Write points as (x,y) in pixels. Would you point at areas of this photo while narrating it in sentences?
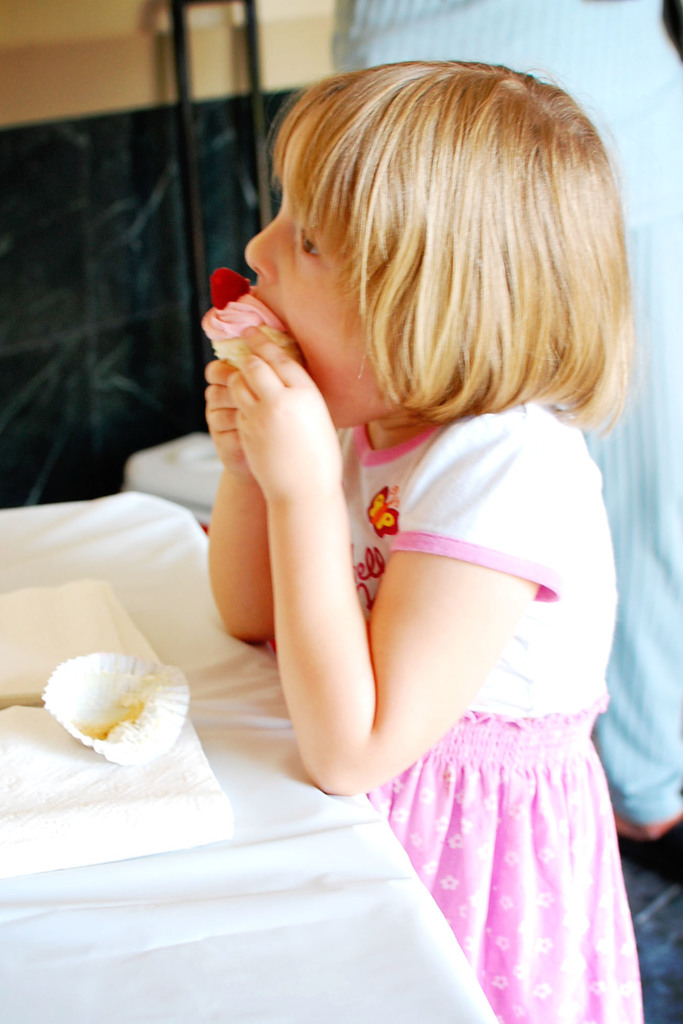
Here I can see a girl (437,807) standing facing towards the left side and eating cake (272,338). In front of her there is a table (252,935) which is covered with a white color cloth (236,950). On the table (151,608), I can see a white color object (84,805) and a cupcake wrapper (70,708). At the back of this girl (503,550) there is another person (636,441). In the background (116,270) there is a wall (65,71) and two metal rods (177,76).
